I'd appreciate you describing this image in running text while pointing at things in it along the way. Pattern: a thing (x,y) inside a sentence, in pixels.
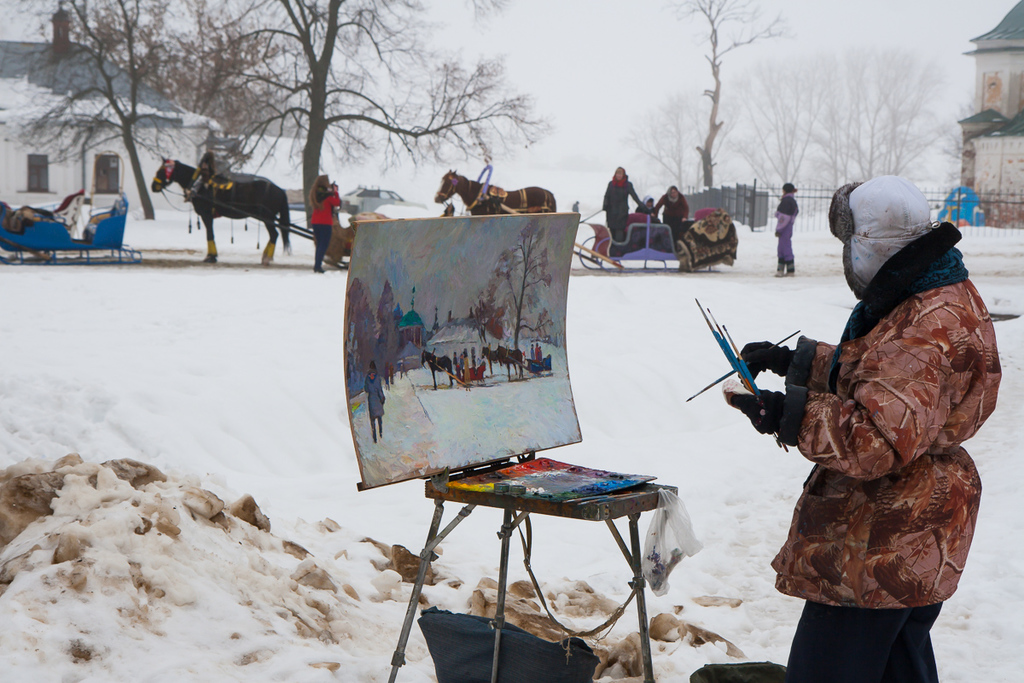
In this image I can see horse carts (366,219), people (332,209), trees (199,52), snow (584,292) and houses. Here I can see a person (872,418) is standing and holding some objects (709,385) in hands (756,405). Here I can see a paint board (455,398) and table (567,511). In the background (694,195) I can see a fence (762,203) and the sky (511,138).
